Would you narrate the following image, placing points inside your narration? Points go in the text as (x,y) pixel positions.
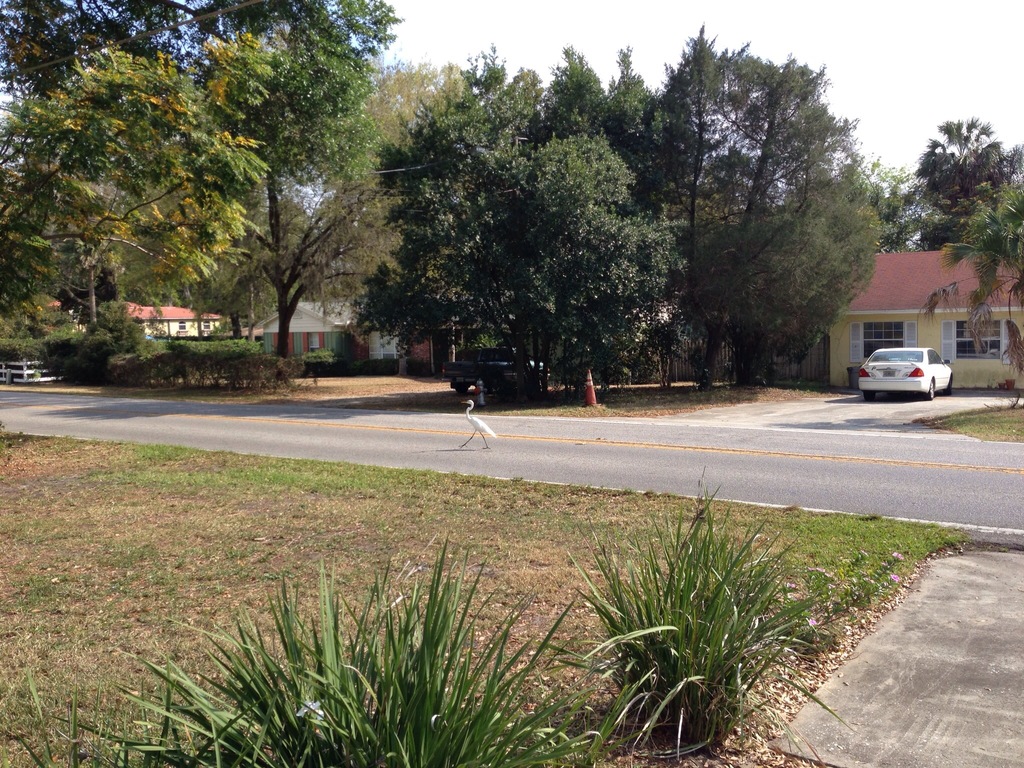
In the foreground of the picture (553,657) there are plants (654,643), grass (166,582) and footpath (980,631). In the center of the picture (427,441) it is road (475,441), on the road (458,434) there is a crane (479,424). In the background (425,315) there are trees (525,169), houses (963,328), car (891,370), grass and other objects (12,369). At the top (889,25) it is sky (643,55).
